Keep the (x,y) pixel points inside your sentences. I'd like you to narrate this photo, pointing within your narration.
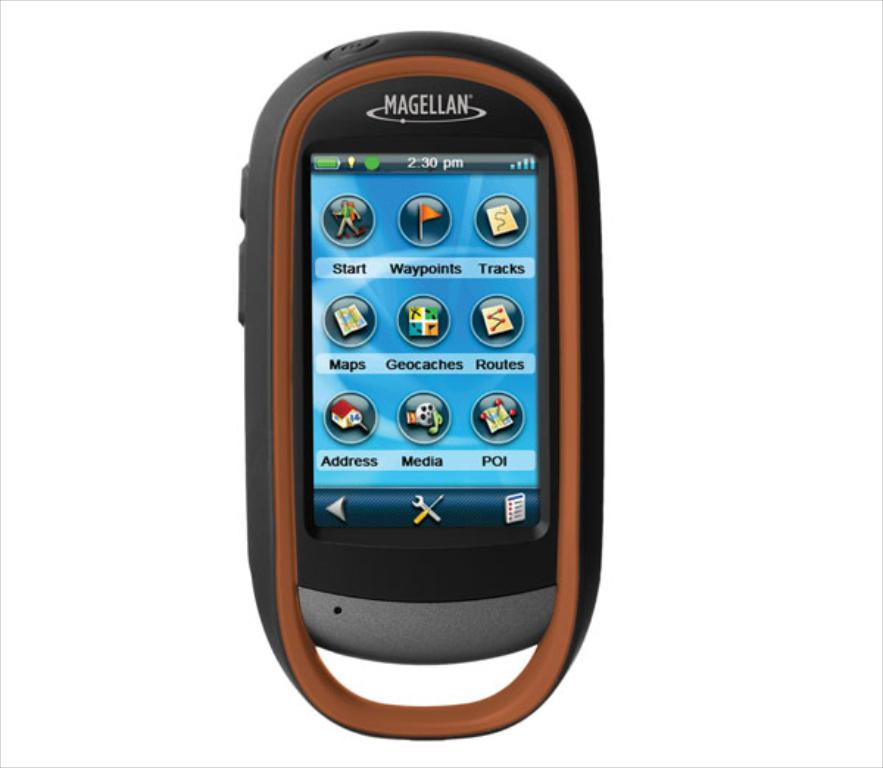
In this picture we can see a mobile (355,235).
